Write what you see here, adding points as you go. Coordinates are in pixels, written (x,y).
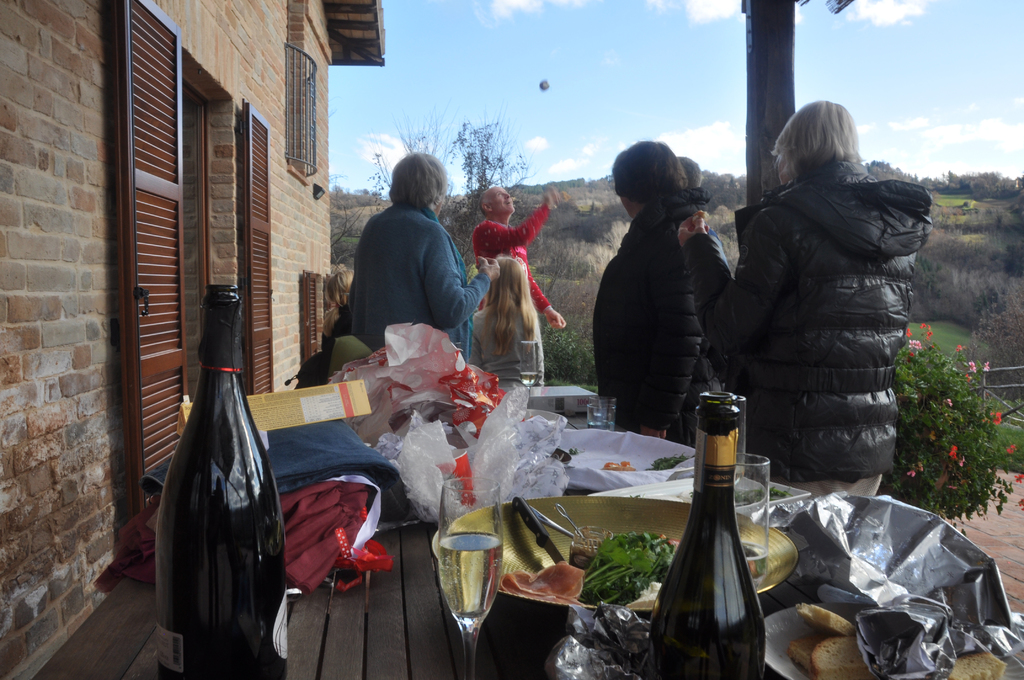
In the foreground of the picture (391,580) we can see people (456,287), table (376,629), bottles (278,548), glass (501,545), food items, boxes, covers (508,487) and various objects (653,515). On the left (181,198) we can see door (259,178), corridor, window (312,309) and wall (102,143). In the middle of the picture (456,239) we can see trees (996,318). On the right (955,402) we can see plant (975,413), flowers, grass (1022,445) and other objects (778,50). At the top (596,40) there is sky (596,40).
